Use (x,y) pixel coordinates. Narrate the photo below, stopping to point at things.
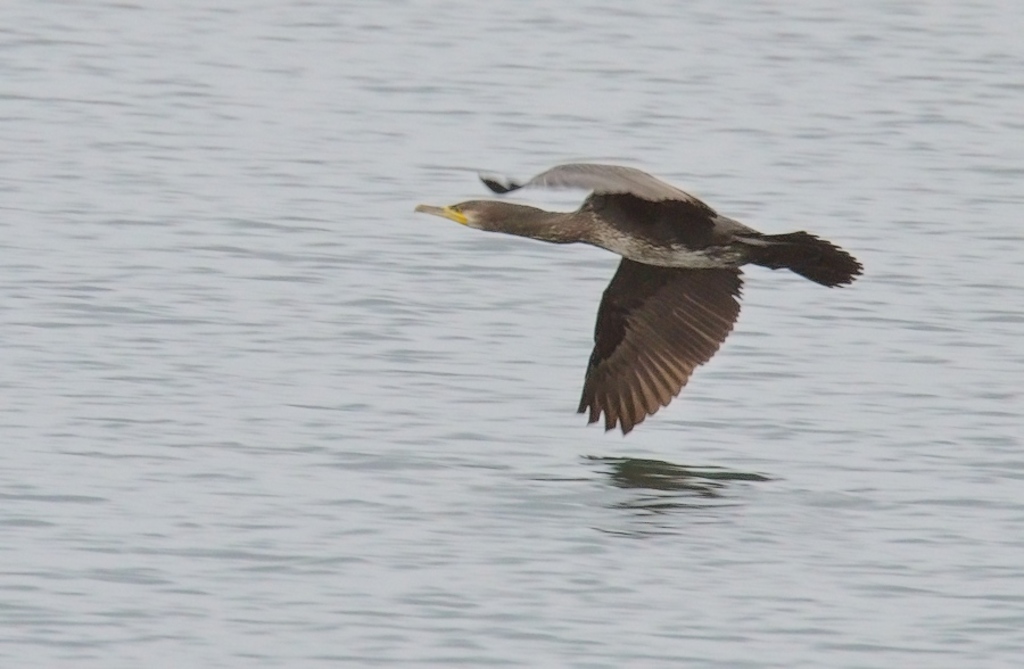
In this image there is a bird (578,237) flying, and at the bottom (139,509) there is a river (300,298).
